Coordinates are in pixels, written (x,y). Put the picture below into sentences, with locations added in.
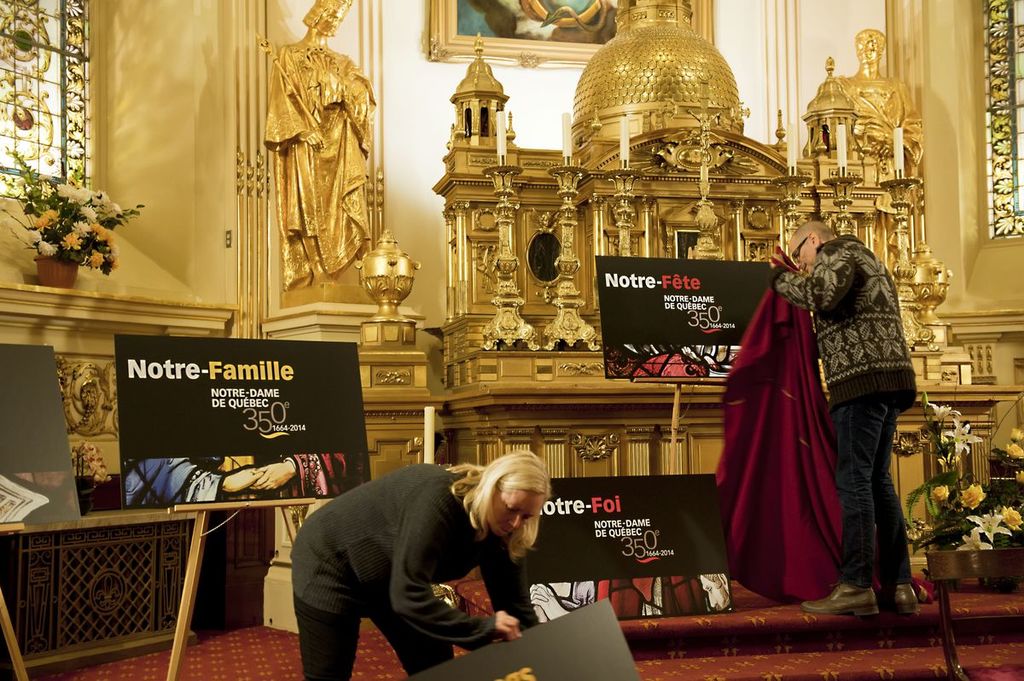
In this image in the center (524,393) there is one building (645,174) which is gold in color, and also there is one board (696,267) in the center (652,322) there is one man (844,450) who is standing and he is holding one cloth (762,535). At the bottom (433,563) there is one woman (447,569) who is standing and she is holding a board (566,650), and in the background (158,122) there is a wall (830,16). On the wall (250,154) there are some photo frames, on the left side (74,224) there is one flower pot (66,277), plant (67,208), windows (53,129) and some boards (154,453). On the floor (231,625) there is a carpet (871,667), on the right side (951,524) there are some flowers (940,539) and one table (955,551).
